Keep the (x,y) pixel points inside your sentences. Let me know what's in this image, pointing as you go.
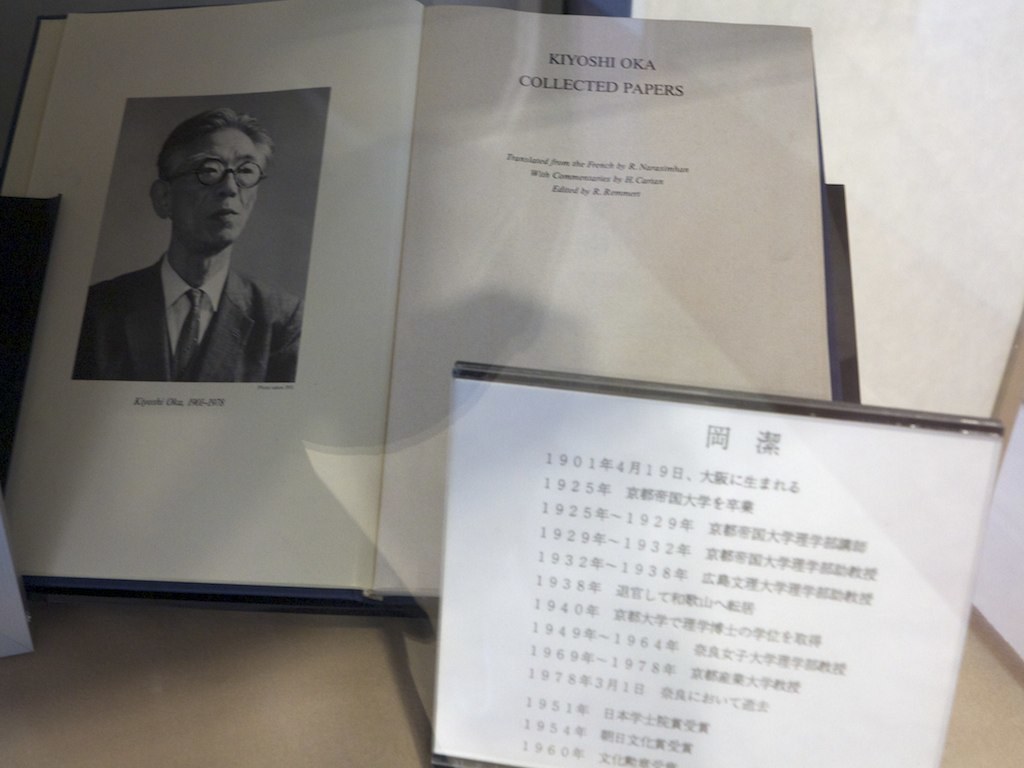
In this image we can see a book (553,108) with some text (588,163) and a photograph (262,197) on it and there is a board (867,532) with some text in front of the book (592,254).
